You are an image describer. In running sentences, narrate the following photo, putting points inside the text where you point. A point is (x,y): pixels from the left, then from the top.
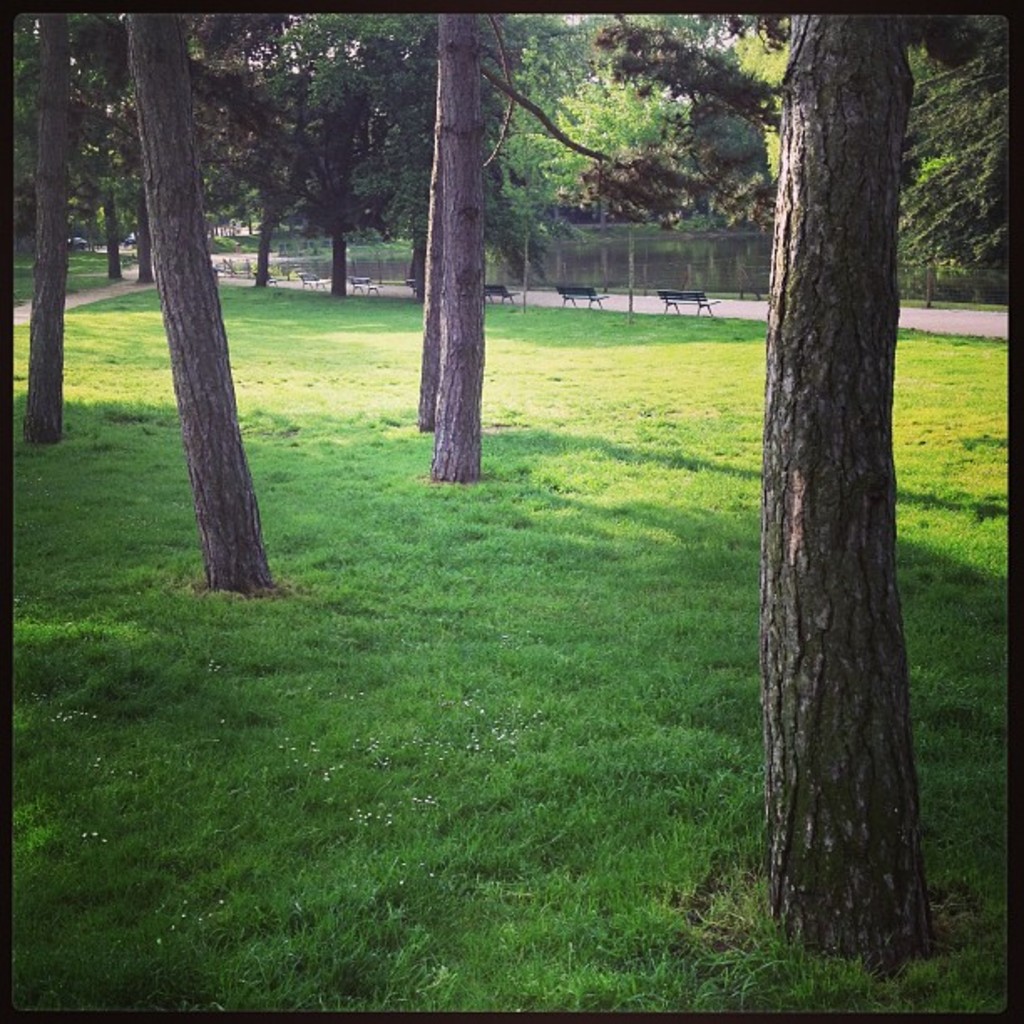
In the foreground of this image (389,812), there is grass (390,401) and trees (456,345). In the background (703,280), there are benches (696,293), trees (524,304), fencing (534,279) and the water (680,256).
